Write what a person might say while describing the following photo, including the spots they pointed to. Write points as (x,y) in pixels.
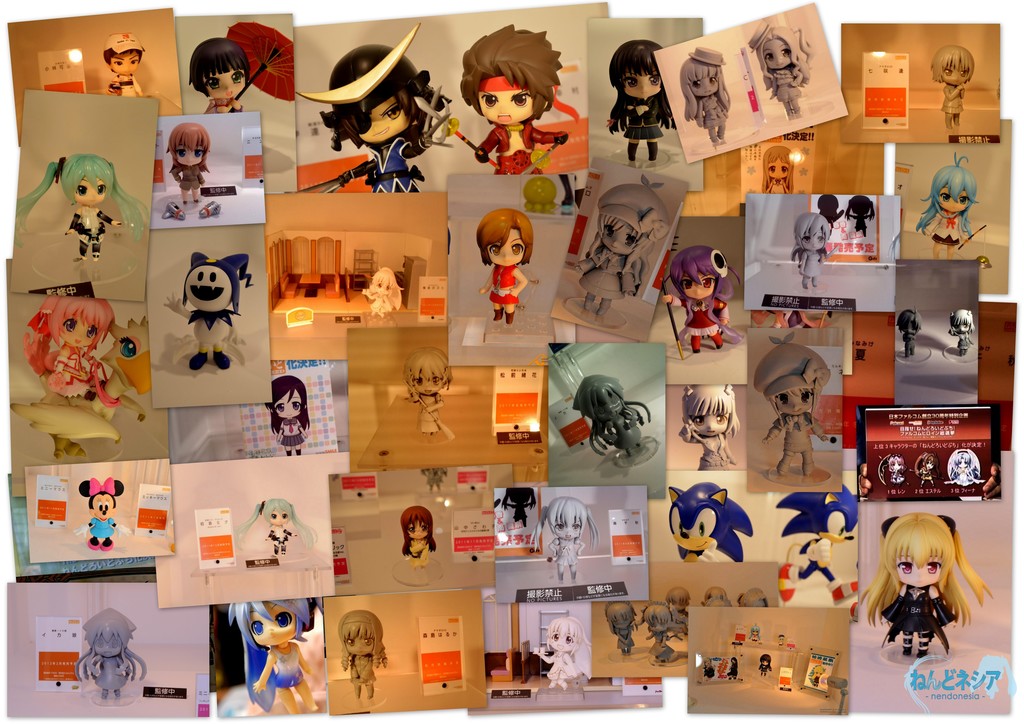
This image consists of many posters (306,370) are arranged in a sequence. And the images contains cartoons (236,278).
